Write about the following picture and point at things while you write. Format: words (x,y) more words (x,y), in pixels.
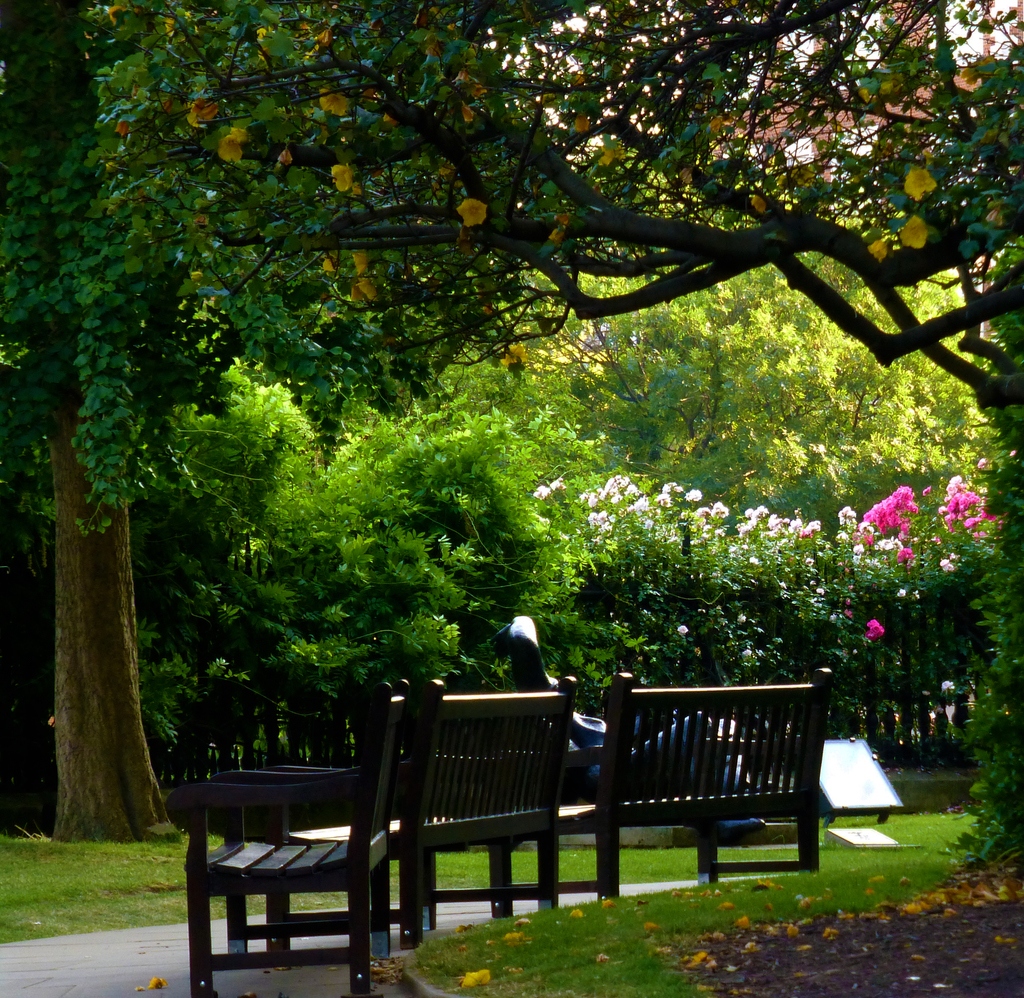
There is a garden (644,605) and it is covered with beautiful trees (69,620) and plants (749,511), in between the garden (597,915) there are two benches (771,738) and a wooden chair (245,857).
